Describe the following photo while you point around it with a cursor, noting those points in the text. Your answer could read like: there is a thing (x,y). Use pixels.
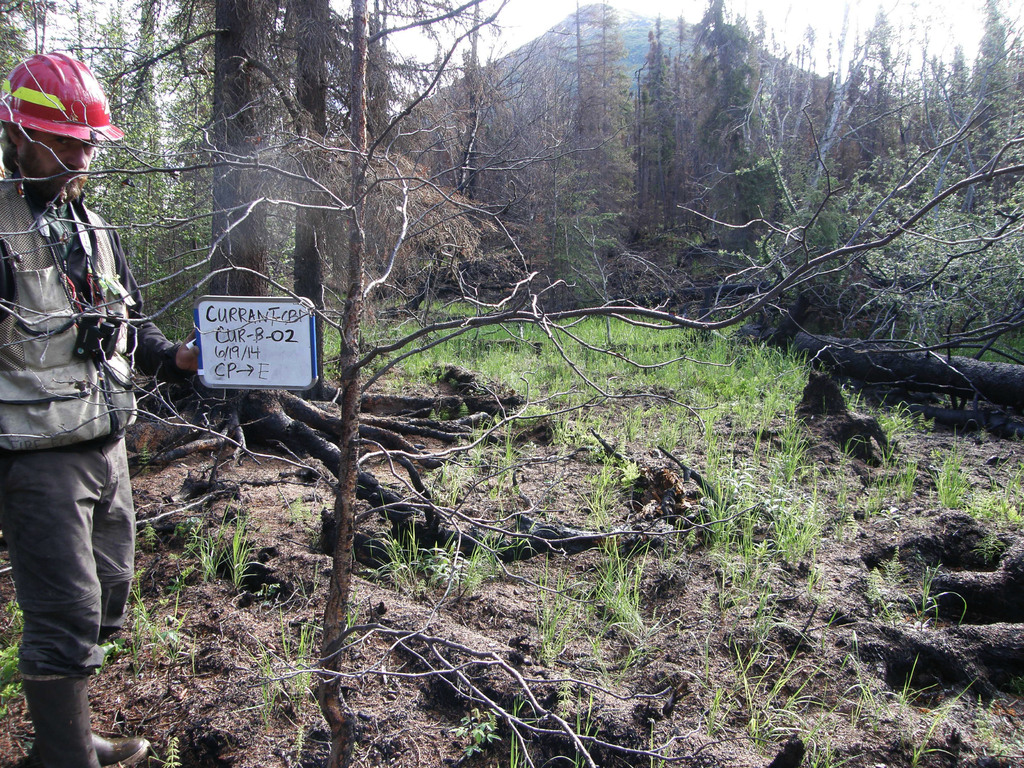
On the left side of the image (79,611) we can see a person (116,339) is holding a board (302,376). In this picture I can see a mountain (593,7), trees (461,98) and grass (867,691).
